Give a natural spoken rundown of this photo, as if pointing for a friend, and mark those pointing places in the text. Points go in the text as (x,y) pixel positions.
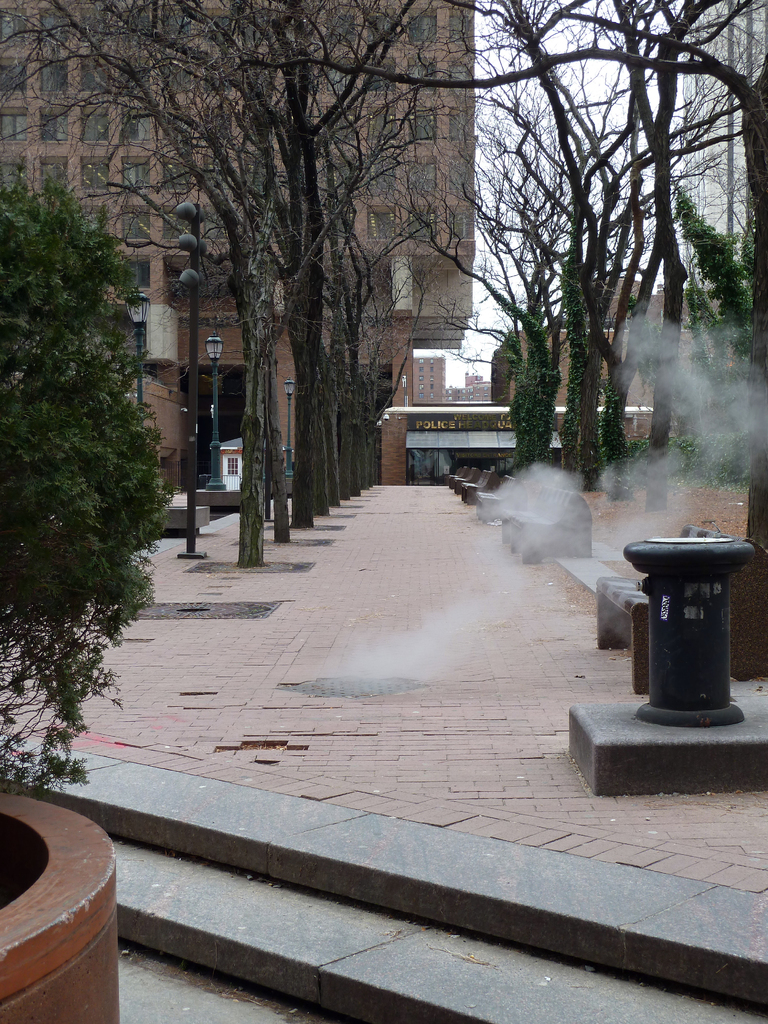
In this image there is a path (426,493) in the middle (327,610). There are trees (336,216) on either side of it. In the background (138,176) there is a tall building (124,150). On the left side (51,394) there is a plant (53,442). On the right side (614,537) there is smoke (699,481). At the bottom (372,842) there are steps (362,981).
